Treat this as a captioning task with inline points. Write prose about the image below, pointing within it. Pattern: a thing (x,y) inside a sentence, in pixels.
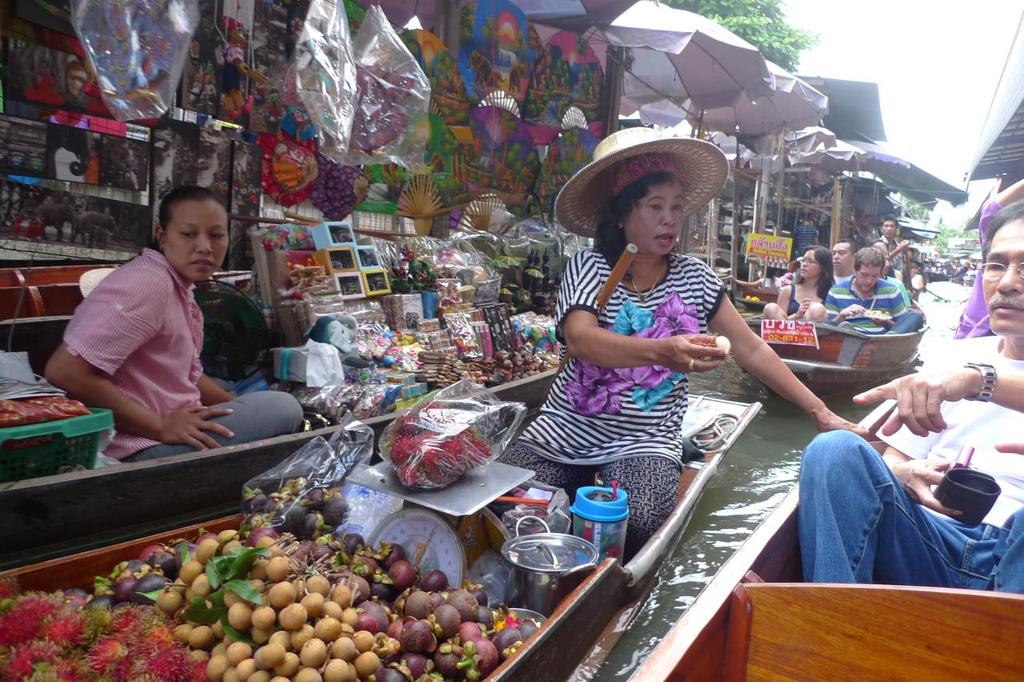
There are many boats (619,578) on the water (770,471). On the right side (888,543) a person (908,527) wearing watch (984,385) and specs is holding something in the hand (924,505). Near to him a lady (645,175) is sitting on the boat (618,592) is wearing hat (668,152) and holding something in the hand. There are fruits (288,585), plastic cover (428,454), weighing machine (448,491) and many other items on the boat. Also there is another lady (138,413) sitting on the boat (234,447). On the boat (278,351) there are many items (325,330). Near to her there is a wall (299,96) with many items (331,112). In the back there is another boat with people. Also there are tents (752,118).
